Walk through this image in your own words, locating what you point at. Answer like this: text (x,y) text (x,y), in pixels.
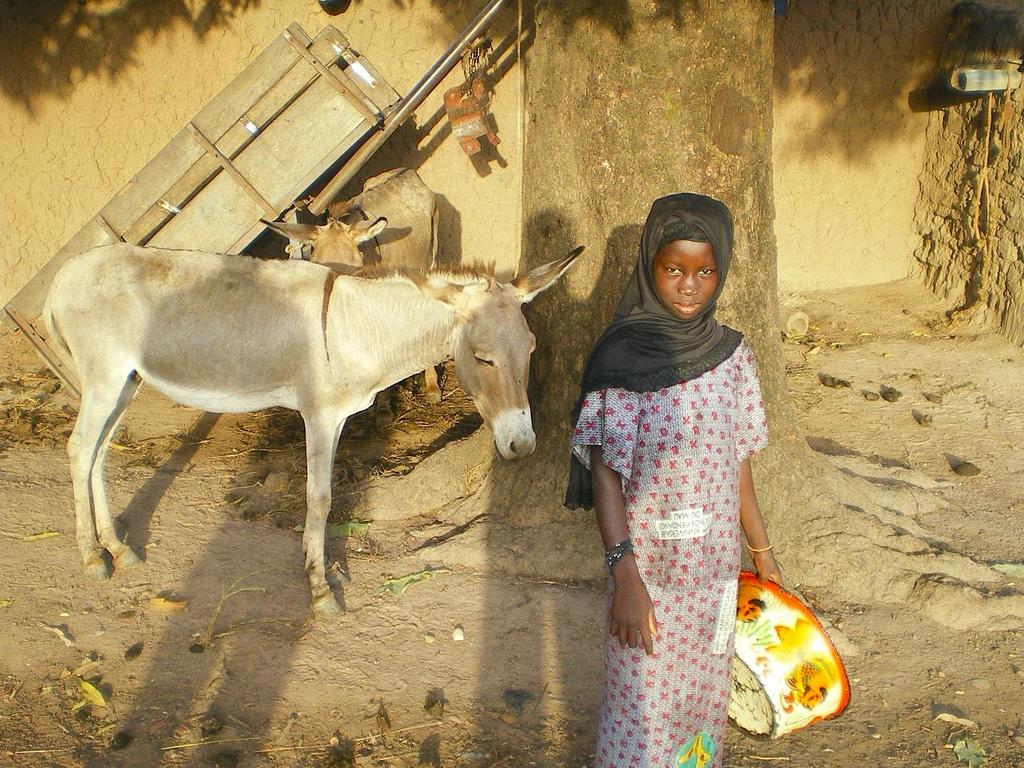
In the picture I can see a girl (702,605) standing on the ground (855,680) and she is holding a plastic bucket (765,707) in her left hand (771,572). There is a scarf (671,329) on her head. I can see two donkeys (392,200) on the left side (335,205). There is a wooden block (273,160) on the top left side of the picture (247,124). It is looking like the trunk (645,56) of a tree (690,56) at the top of the picture (686,113).
